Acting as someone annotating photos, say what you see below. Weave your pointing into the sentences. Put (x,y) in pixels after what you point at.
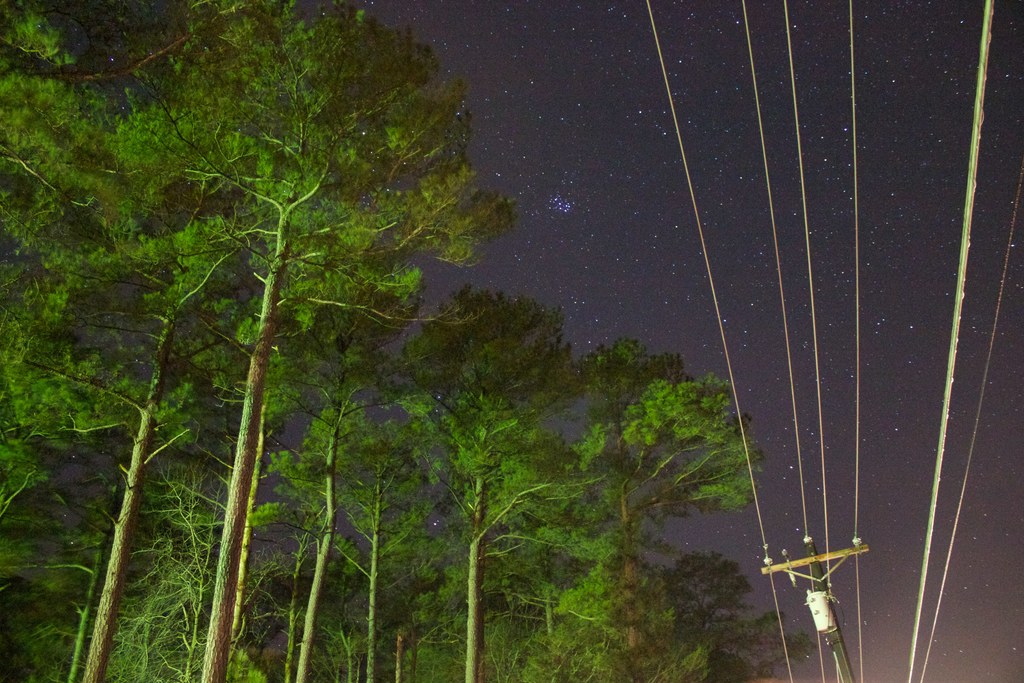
In this image, we can see some trees (534,393). There are wires (825,456) on the pole (829,574). In the background of the image (912,395), there is a sky (634,229).
